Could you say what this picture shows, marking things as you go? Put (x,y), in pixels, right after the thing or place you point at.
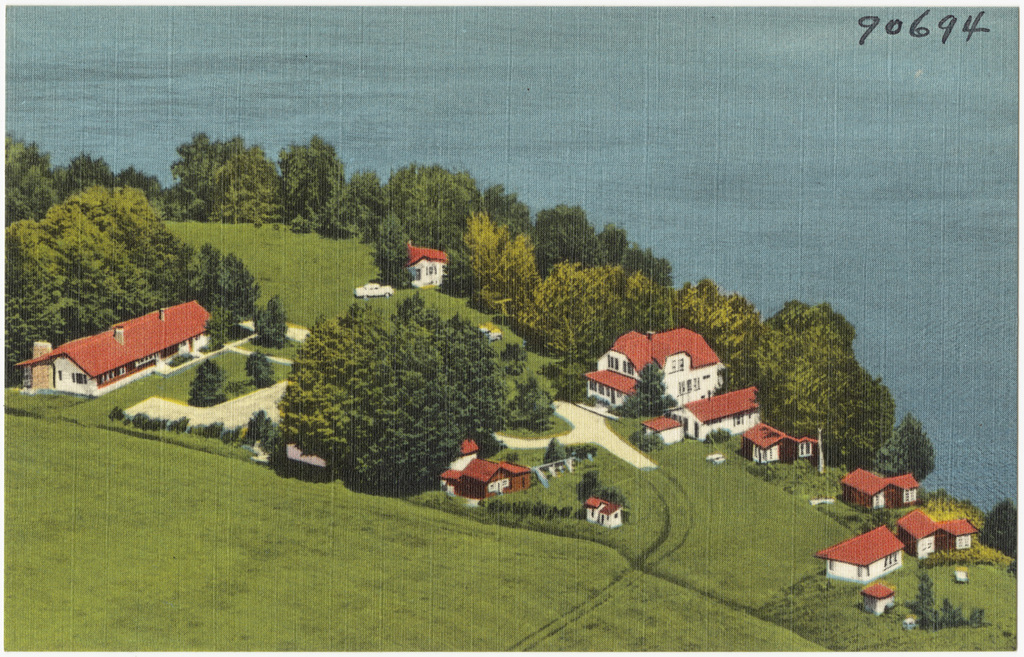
In this image, we can see a painting (544,623). Here we can see few houses (471,471), trees (468,384), vehicle (495,324), grass (585,529). Top of the image (898,215), we can see blue color. Right side (946,33) top corner, we can see some numbers (914,33) in the image.
